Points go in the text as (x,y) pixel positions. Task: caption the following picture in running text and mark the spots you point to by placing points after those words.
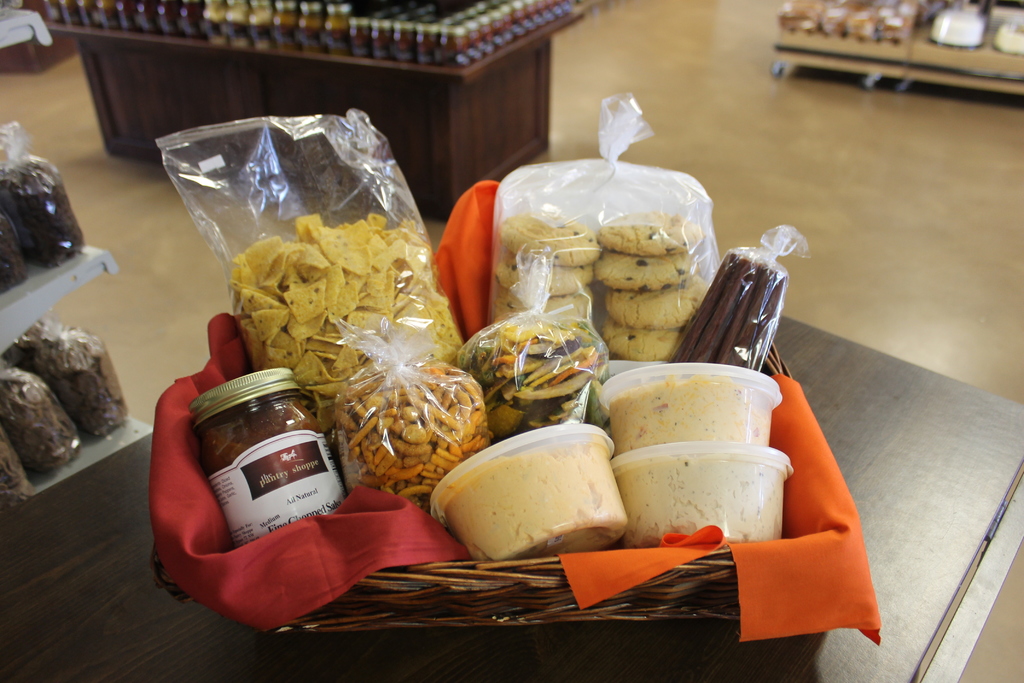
In this image we can see some food (484,518) in the bowls (461,537), a container (228,493) and some covers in a basket (776,430) which is placed on a table (431,682). On the backside (72,466) we can see some food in the covers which are placed on the racks (54,481). We can also see a group of bottles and some objects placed on the tables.
